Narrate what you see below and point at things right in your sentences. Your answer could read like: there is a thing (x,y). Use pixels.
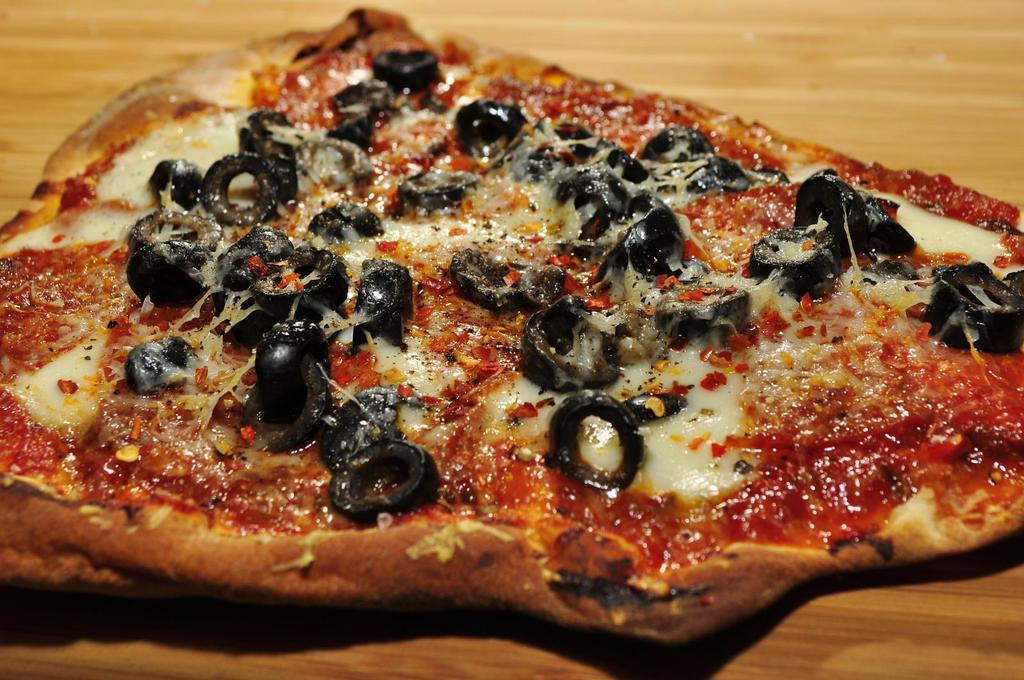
There is a wooden surface (827,639). On that there is a food item (451,540) with black color thing (293,351), cheese (61,371), chilli flakes (703,437) and red color thing (780,499) on that.
